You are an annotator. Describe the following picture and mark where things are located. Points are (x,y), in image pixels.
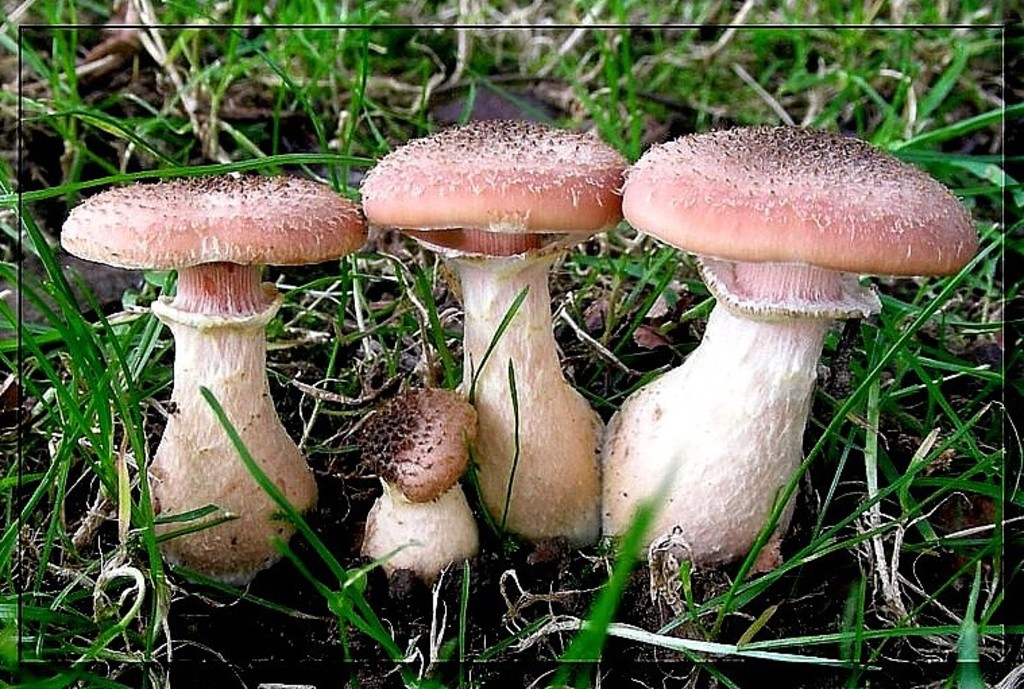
In this image we can see some mushrooms (456,442) and grass (272,167) on the ground (294,151).
